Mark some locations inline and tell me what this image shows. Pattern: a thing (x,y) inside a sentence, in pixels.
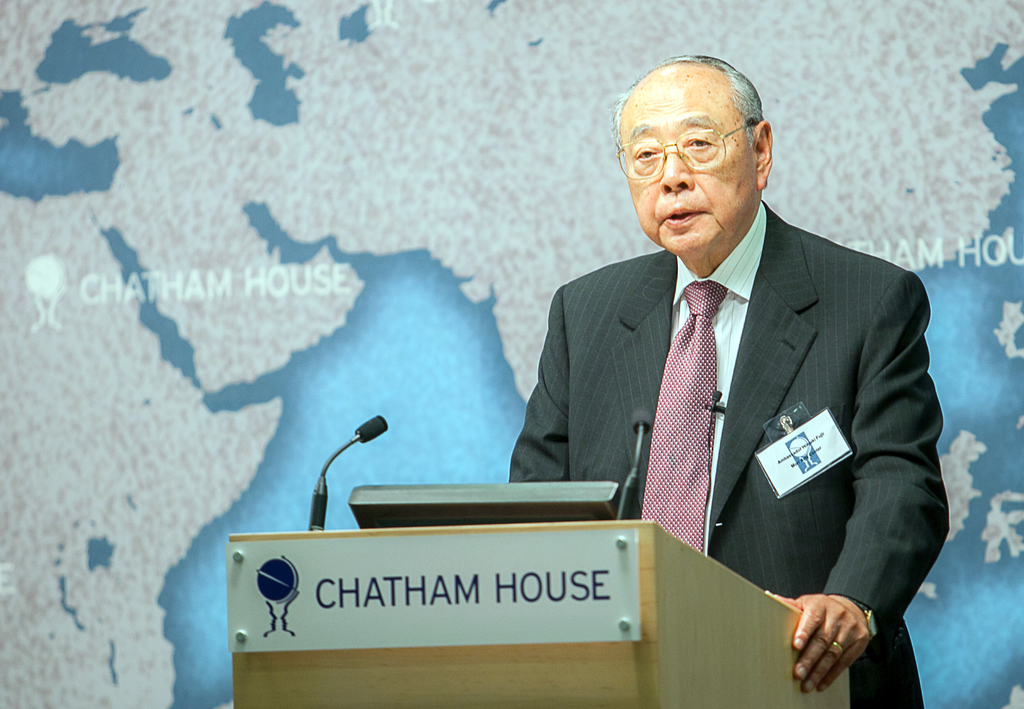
In the image we can see there is a man (713,444) standing near the podium (643,570) and there is a mic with a stand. The person (630,446) is wearing formal suit (841,372) and behind there is a map (366,269) on the banner (358,303).
